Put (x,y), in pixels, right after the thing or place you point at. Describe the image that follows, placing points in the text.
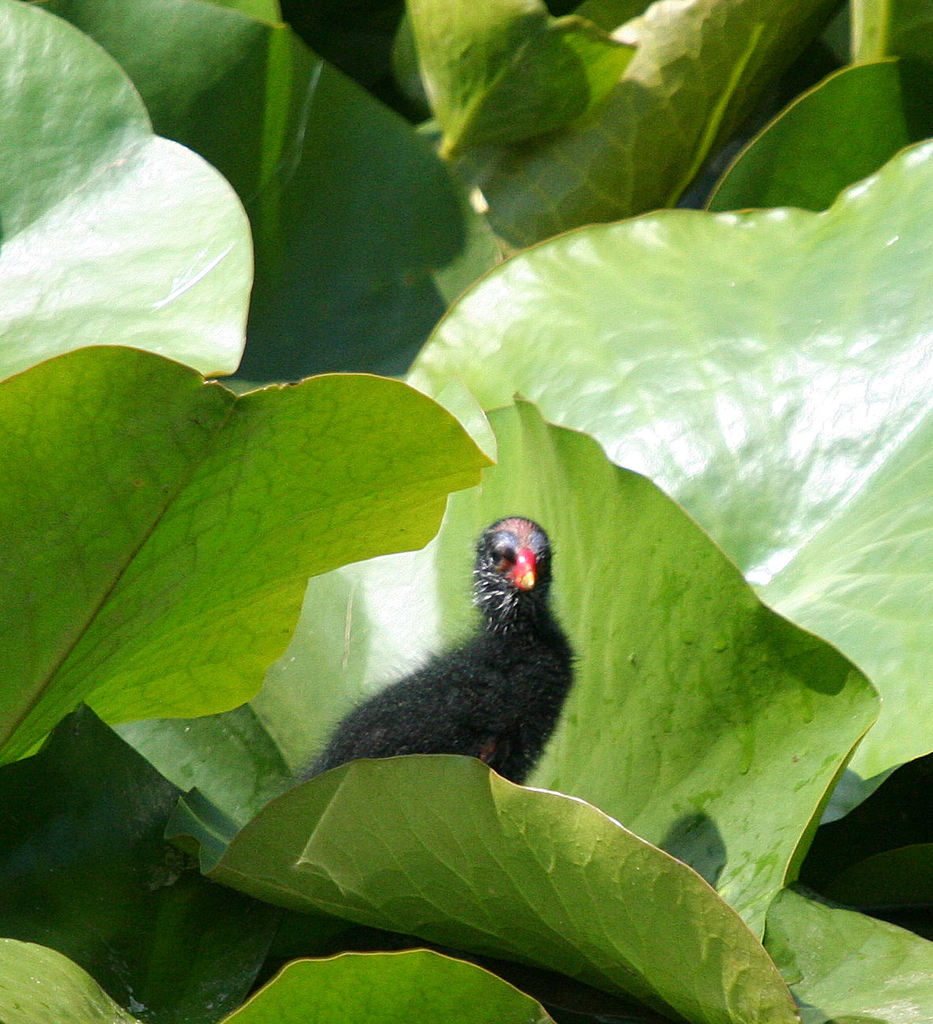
Here in this picture we can see a bird (413,715) present among water plants (348,805) over there, as we can see leaves (413,575) of the plants (580,333) over there.
